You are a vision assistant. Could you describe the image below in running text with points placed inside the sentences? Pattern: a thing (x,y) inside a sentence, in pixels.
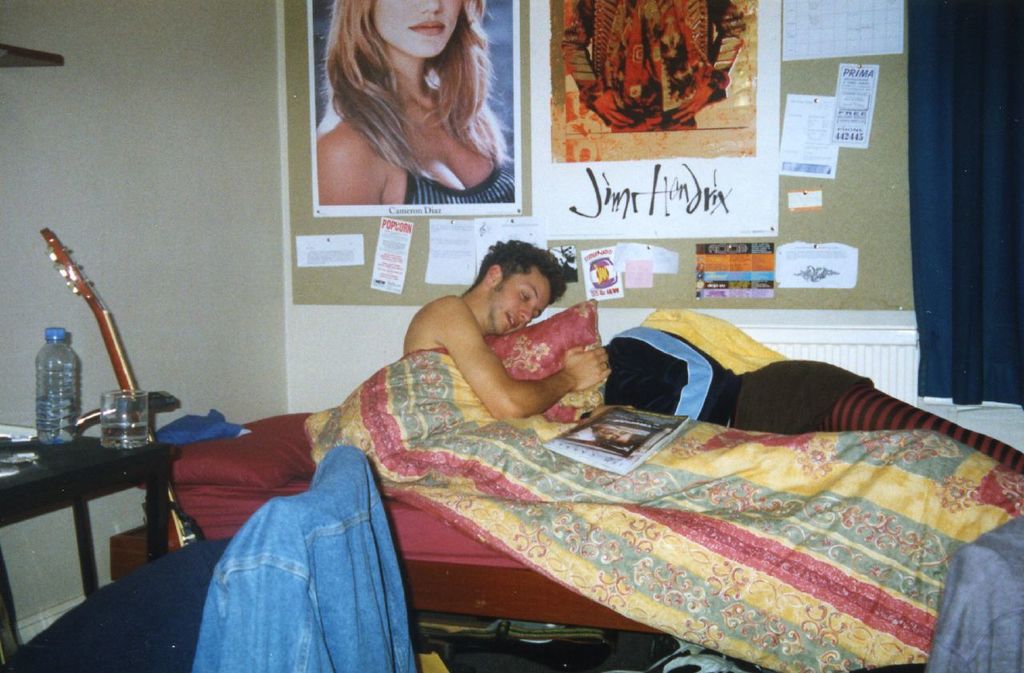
In this image I can see a bed (532,584) and on it I can see a blanket (571,494), a book (591,461) and a man (468,323). I can also see one more person (662,385) over here. Here on this table (105,477) I can see a glass (131,434), a bottle (43,418) and few other stuffs (18,437). I can also see a guitar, few clothes (321,507) and few posters (369,156) on this wall (464,213). I can also see few papers (343,240) on wall (76,335) and on these papers (597,263) I can see something is written.
